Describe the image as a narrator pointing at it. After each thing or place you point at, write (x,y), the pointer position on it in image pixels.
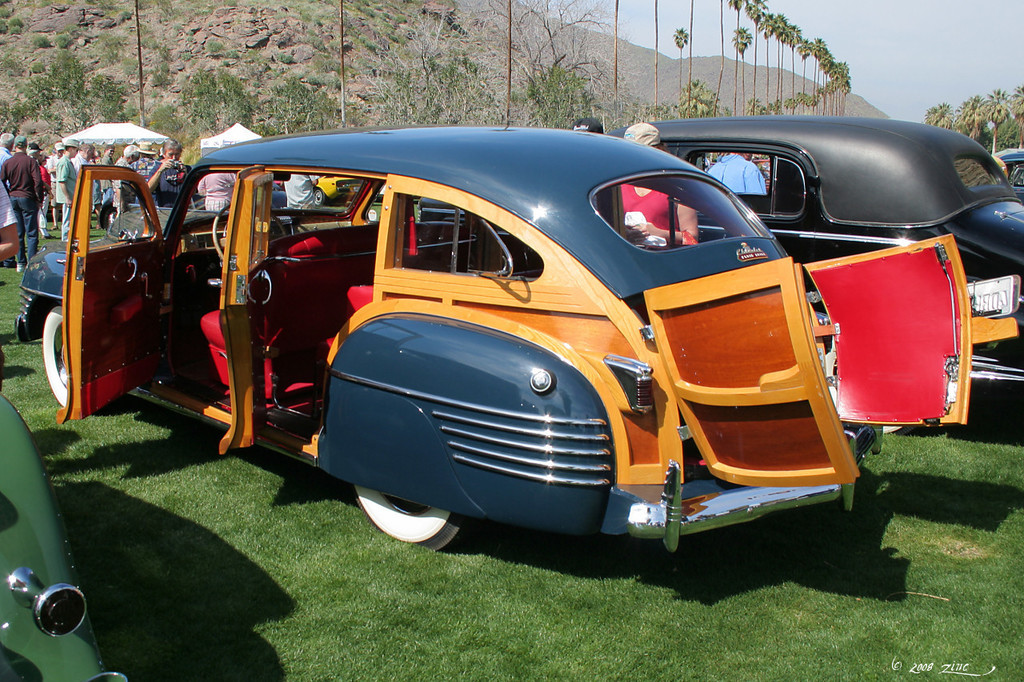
In this image I can see the grass (461,608). I can see the vehicles (630,256). I can see some people (92,154). In the background (374,67), I can see the hills (685,69), trees (821,56) and the sky (920,47).
